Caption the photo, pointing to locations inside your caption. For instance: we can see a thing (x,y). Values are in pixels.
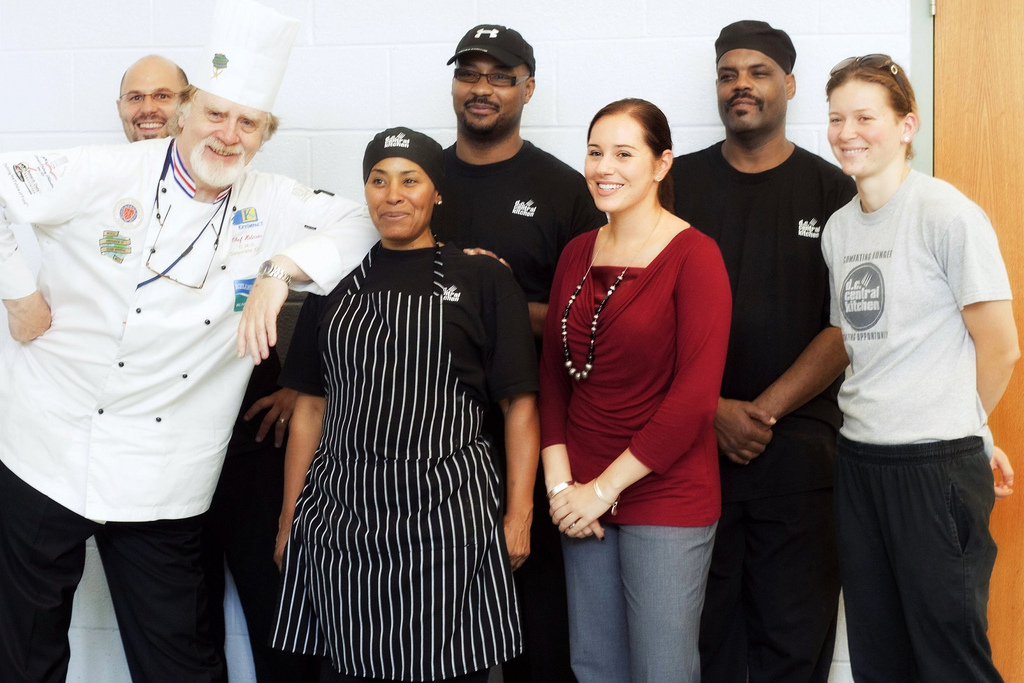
In this image I can see group of people (787,405) standing. The person (450,337) in front (395,329) wearing black dress (466,323) and the person (64,402) at left (113,381) wearing white shirt (130,382), black pant (177,593). At the back (339,73) I can see wall (350,65) in white color and door (963,66) in brown color.
